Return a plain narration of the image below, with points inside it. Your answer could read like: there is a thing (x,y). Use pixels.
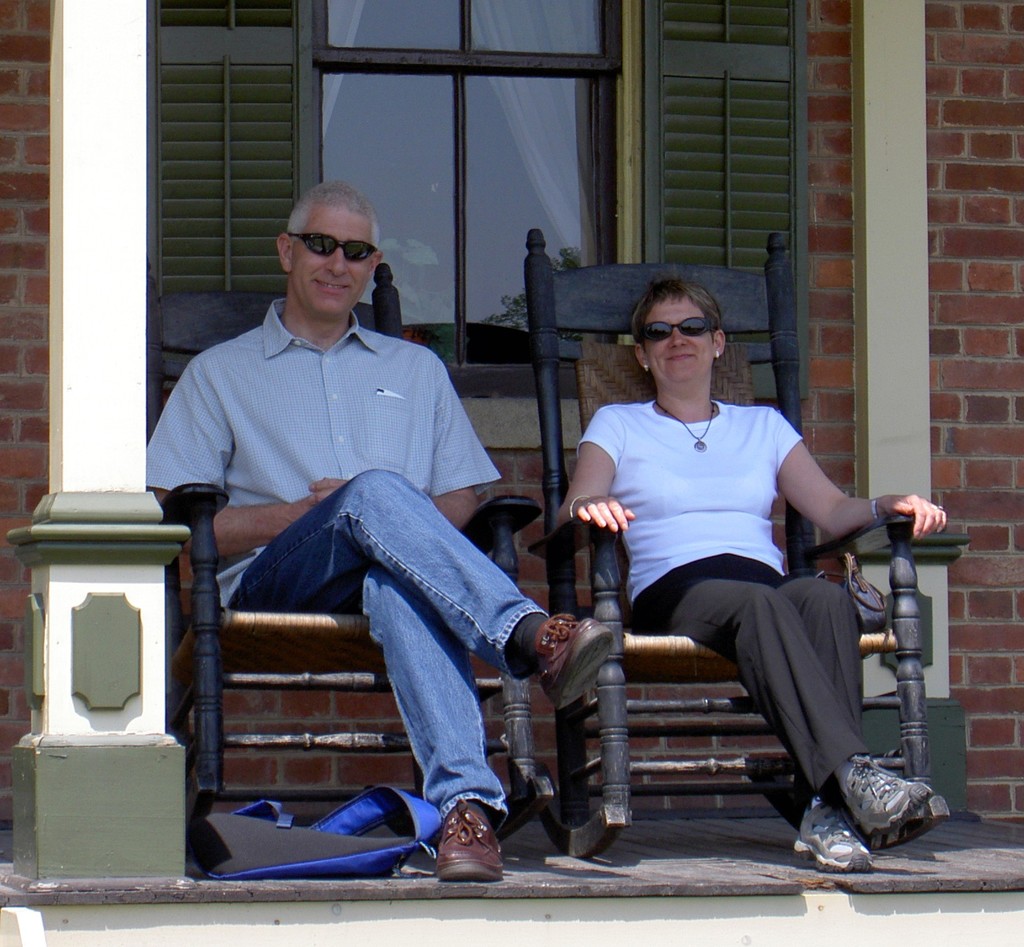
In this image there are two person (541,681) sitting on the chair (515,709). On the floor (434,872) there is a bag (325,830). At the back side (302,116) we can see a building (284,101) and a window (404,127).
